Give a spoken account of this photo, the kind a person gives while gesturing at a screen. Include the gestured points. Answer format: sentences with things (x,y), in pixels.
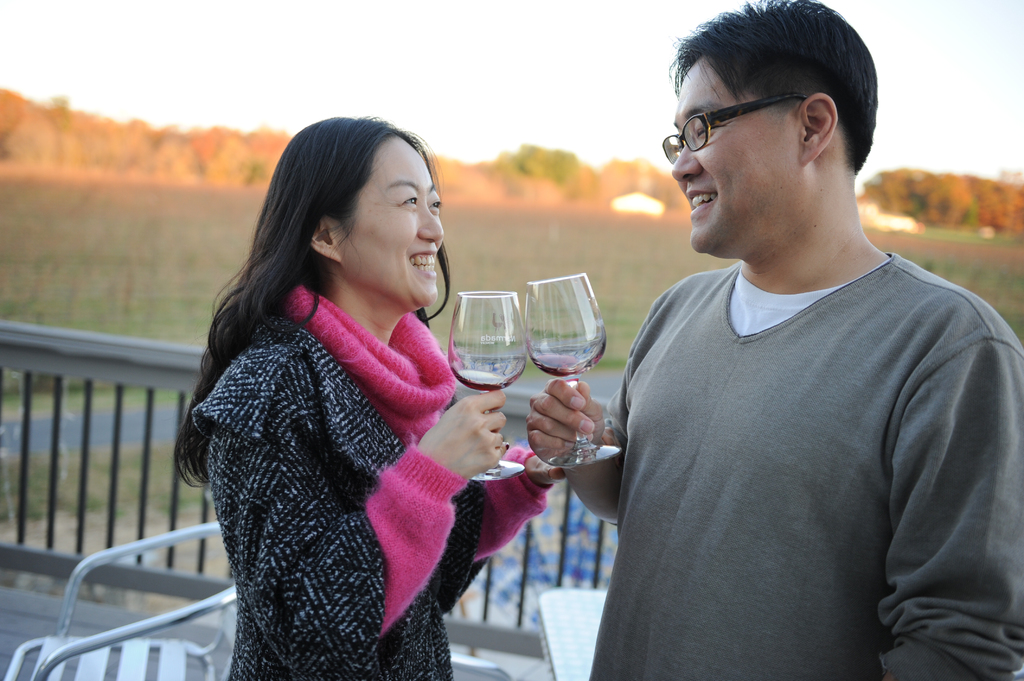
In this picture one woman (384,513) is standing and she is holding a glass (497,464) which is filled with a liquid (493,385) and also she is holding the opposite person hand (599,432) and he is also holding a glass (542,340) which is filled with a liquid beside them there is a table (571,604) and chair (98,664) at the background (570,154) we can see some trees (240,183), grass (207,214) and sky (239,72).
